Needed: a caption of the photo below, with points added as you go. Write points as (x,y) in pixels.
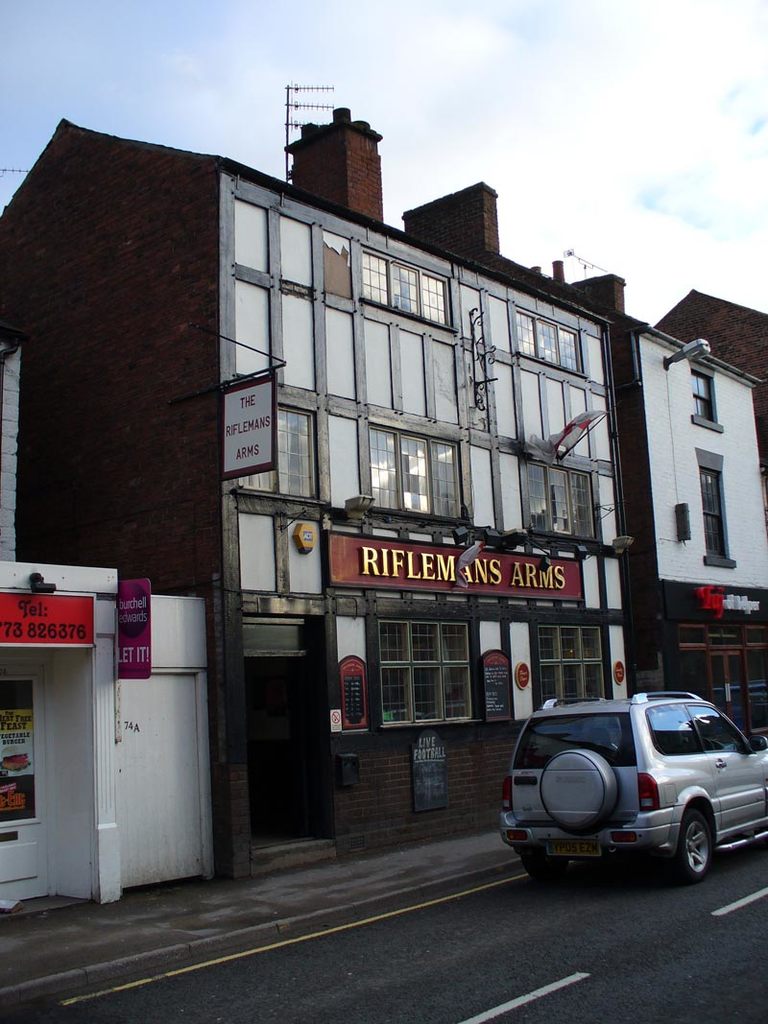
In this image in the center (418,464) there are some buildings (678,475), and there is one vehicle (556,819). At the bottom (312,931) there is road (601,929), on the buildings (265,341) there is some text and also we could see some lights (525,535) and some boards (497,562). On the boards (503,572) there is text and at the top of the building (332,164) there are some antennas (302,89), at the top (257,77) there is sky (290,134).
